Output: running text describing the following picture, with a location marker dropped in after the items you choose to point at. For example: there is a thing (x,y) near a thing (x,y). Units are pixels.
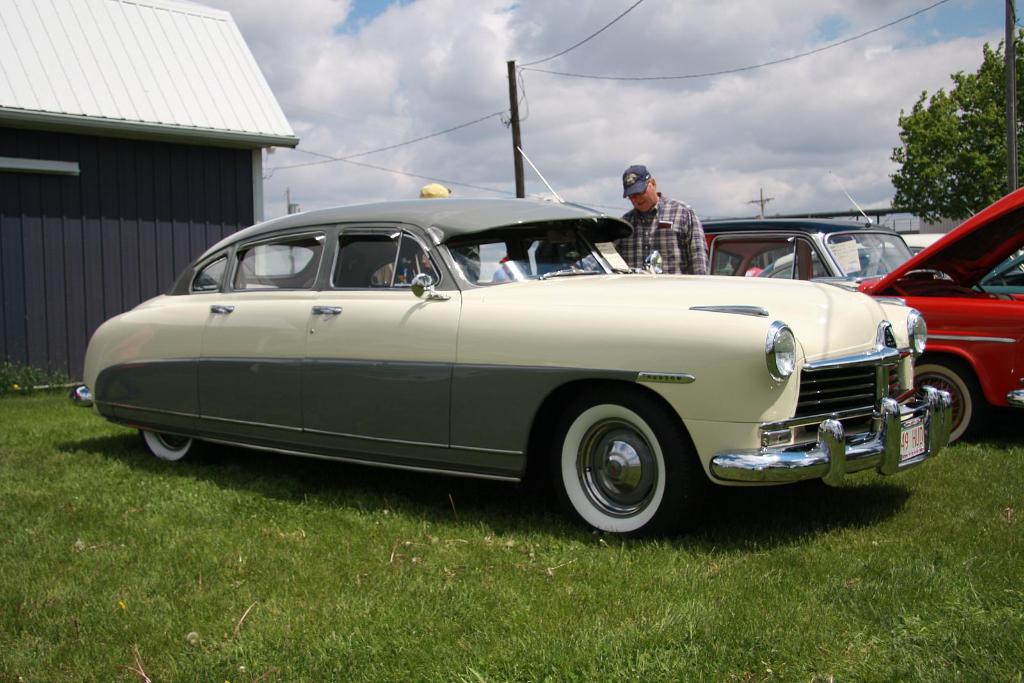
In this image we can see the cars (984,228) parked on the grass (793,568). We can also see a man (670,220) wearing the cap (639,170) and standing. Image also consists of the roof house (134,204) and also a pole (1013,37) with the wires (931,9). We can also see the tree (1018,67) and also the sky (711,56) with the clouds (723,50).
